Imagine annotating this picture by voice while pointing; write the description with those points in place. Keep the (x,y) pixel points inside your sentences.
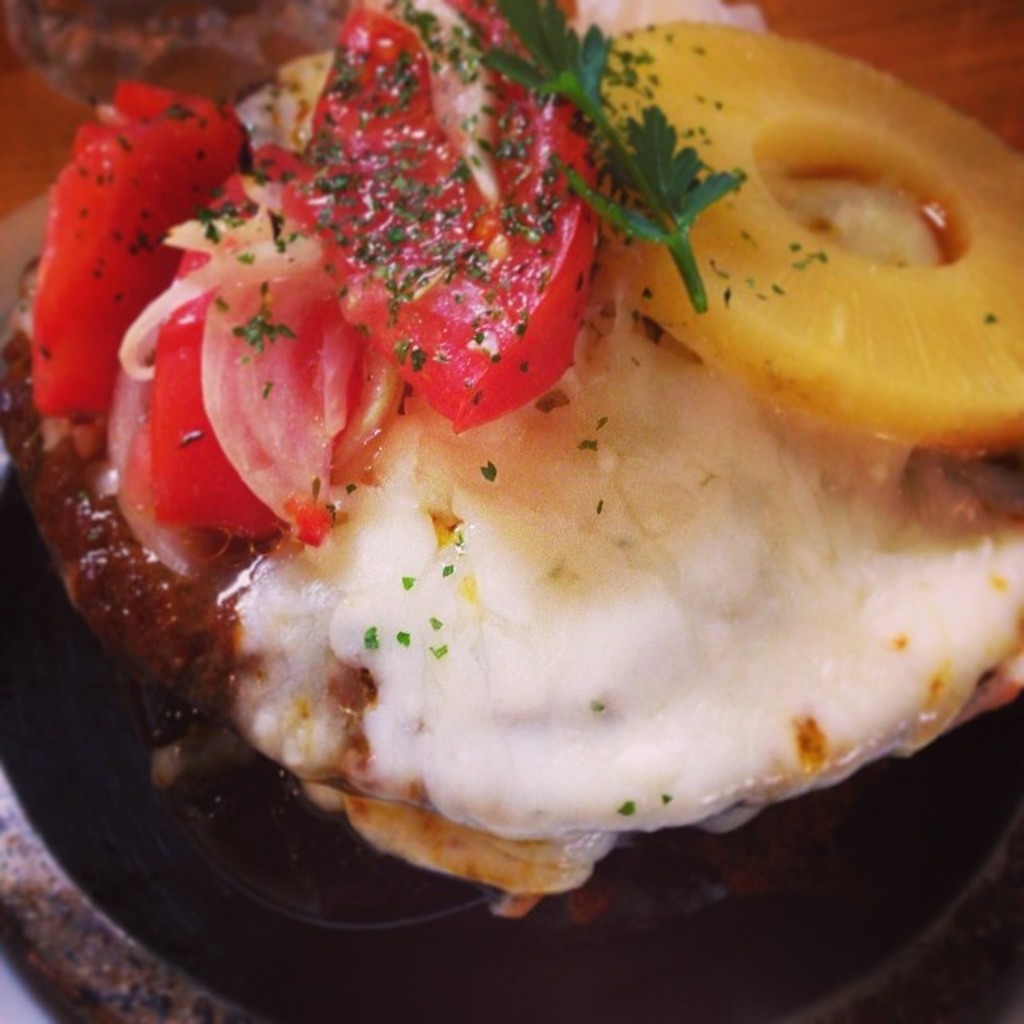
In this picture we can see food (918,235) and tomato slices (446,218).
